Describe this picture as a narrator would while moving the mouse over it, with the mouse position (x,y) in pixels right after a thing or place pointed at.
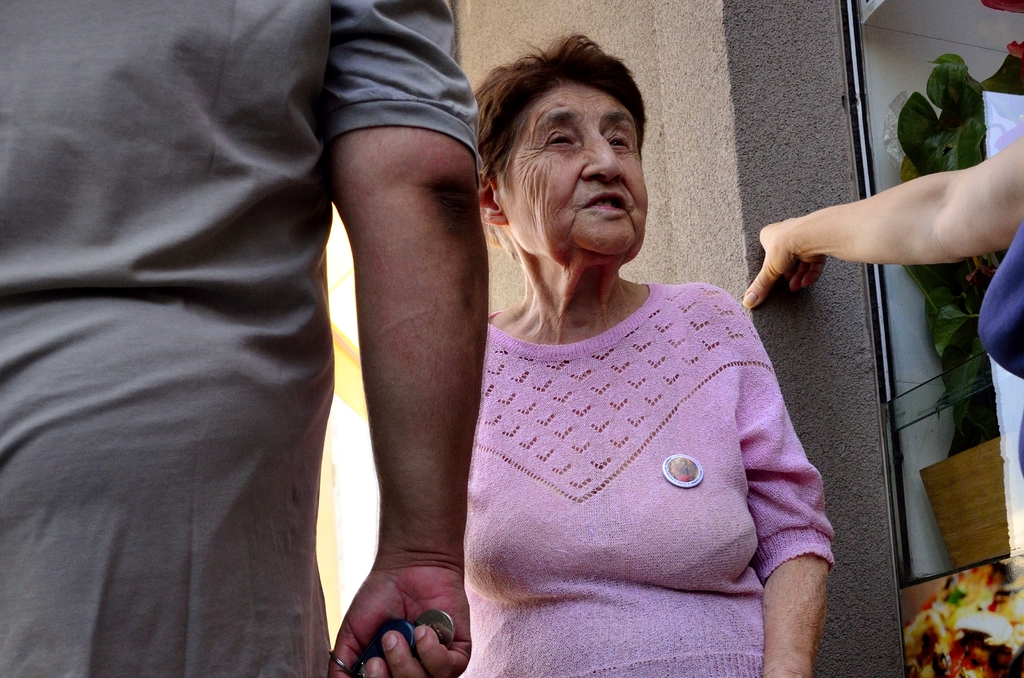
In this image in the center (549,230) there is a woman (617,444) wearing a pink colour t-shirt (604,527). On the left side (146,378) in the front (165,368) there is a person (196,396) holding keys (401,633) in his hand (407,659) and in the background (730,174) there is wall (764,151). On the right side (921,342) there is a glass (932,355) and behind the glass (928,328) there is a plant (945,339) and a pot (985,458) and the hand (906,207) of the person (931,198) is visible.
